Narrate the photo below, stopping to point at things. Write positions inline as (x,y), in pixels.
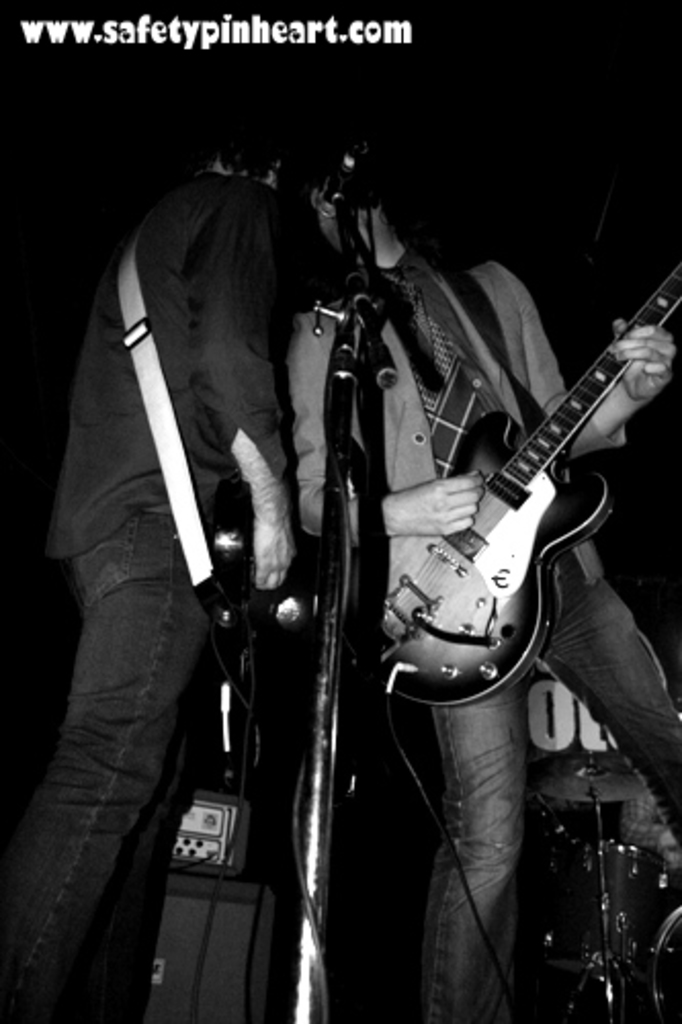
This is a black and white picture. Here we can see two persons (463,487) are playing guitar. This is mike (358,267) and there are some musical instruments (576,943).
